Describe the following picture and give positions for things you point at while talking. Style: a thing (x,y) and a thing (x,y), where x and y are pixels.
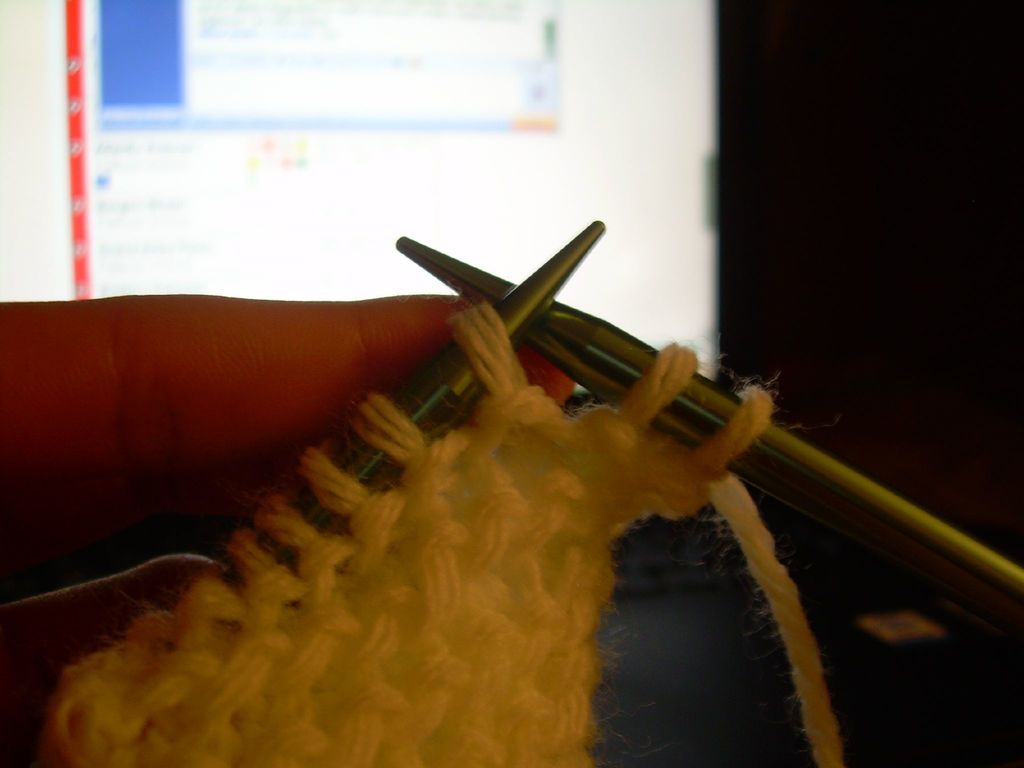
In the picture there is a hand (290,464), two needles (608,374) and a thread (496,529) with which something is knitting in the background (472,174) there is a white computer screen (261,157).
